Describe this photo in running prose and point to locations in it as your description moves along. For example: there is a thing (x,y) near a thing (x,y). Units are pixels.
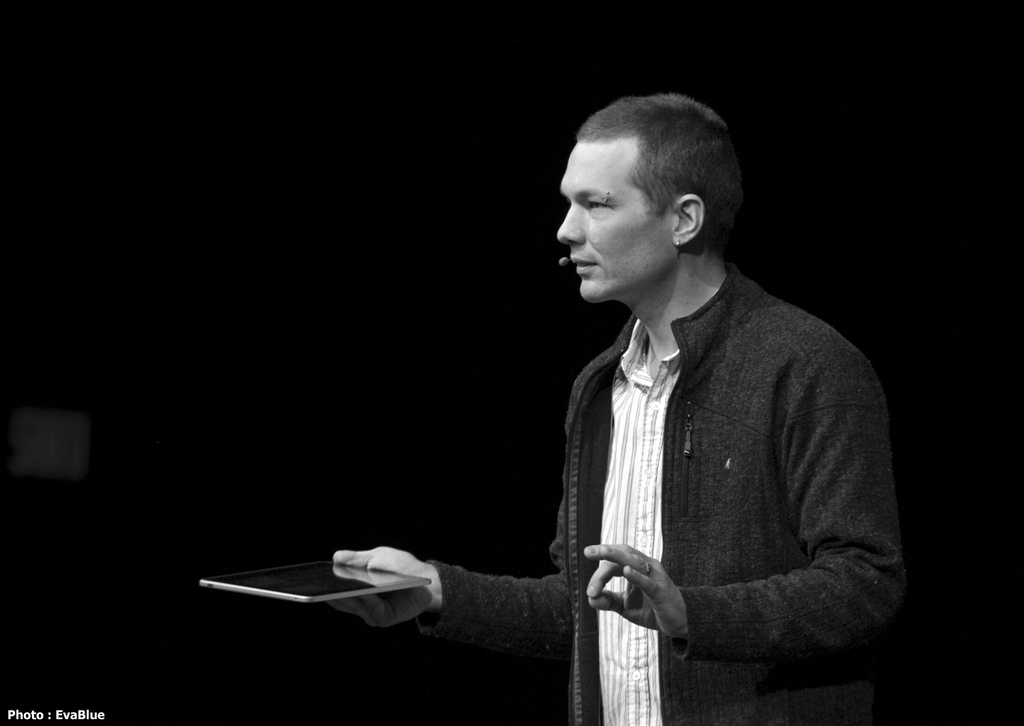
In this Image I see a man (864,710) who is standing and holding an electronic device (392,572).
